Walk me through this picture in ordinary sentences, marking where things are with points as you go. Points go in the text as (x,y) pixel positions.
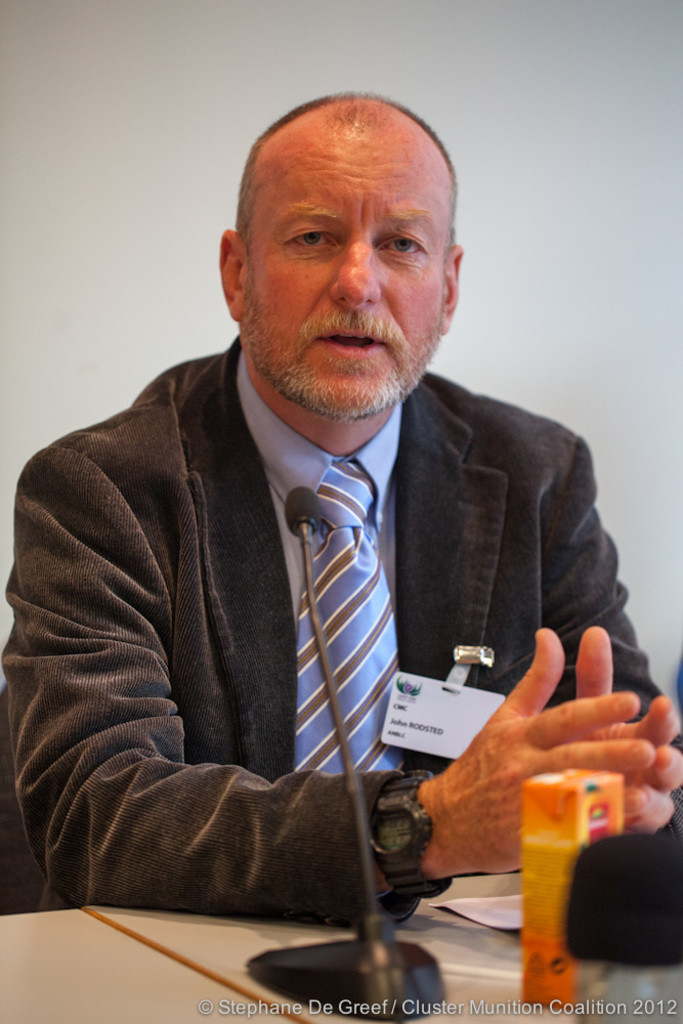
In the middle of the image (425,393) a man (330,332) is sitting and talking on the microphone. In front of him there is a table (491,880) on the table (506,880) there is a carton (563,869) and a microphone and papers (465,896). Behind him there is a wall (654,73).
